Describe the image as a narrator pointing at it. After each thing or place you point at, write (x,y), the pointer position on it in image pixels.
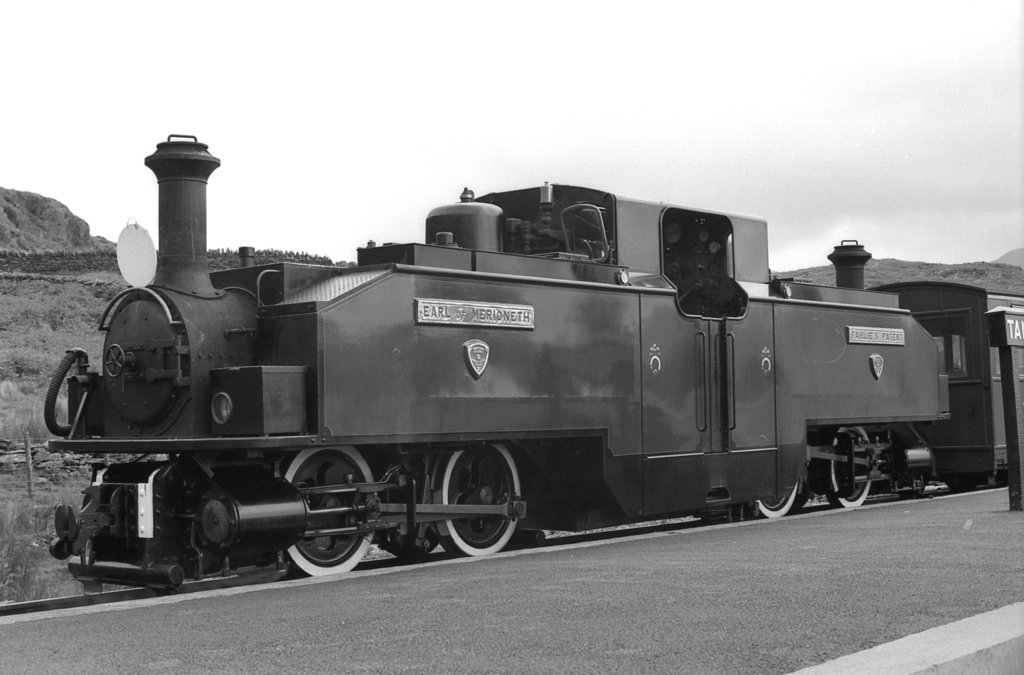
This is a black and white picture, where a train (542,485) is moving on a track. On right (952,563), there is a platform (757,573). In the background (644,149), we see the mountain (54,210), trees (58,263), railing (28,450) and the sky (735,93).
